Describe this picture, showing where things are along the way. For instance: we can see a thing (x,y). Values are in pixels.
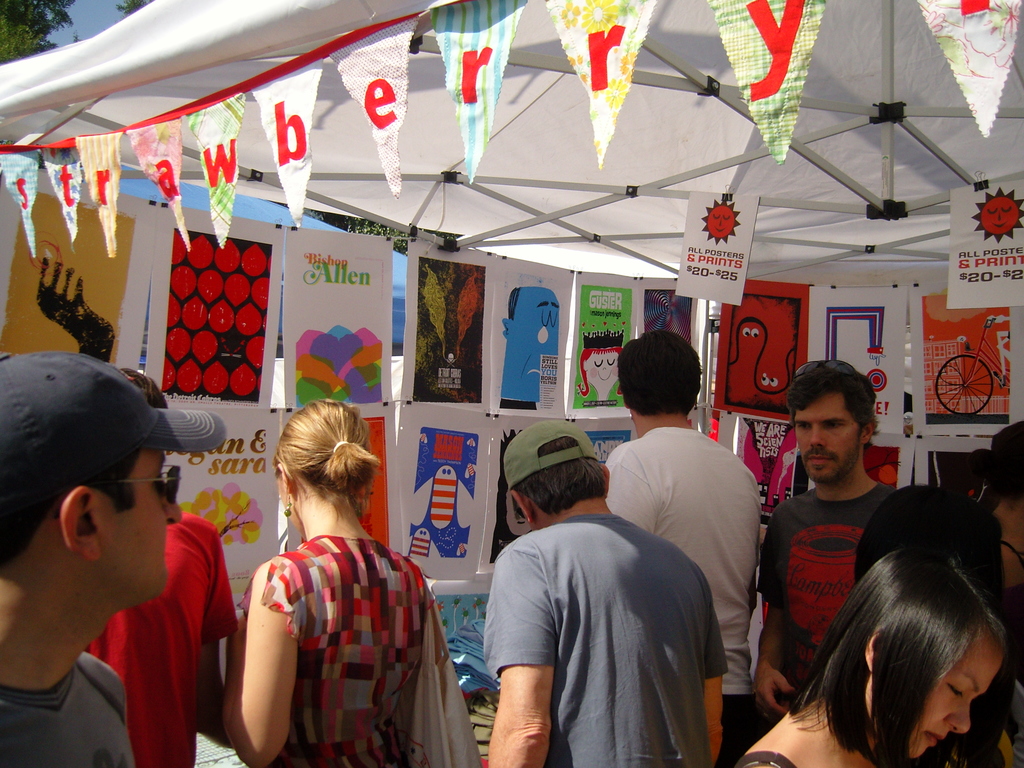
In this image I can see group of people (951,671) standing. The person (625,638) in front (637,642) wearing gray color shirt (610,632) and green color cap (519,459). I can also see few colorful posters (329,395) attached to the pole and I can see a tent (581,141) in white color. Background (81,16) I can see trees (23,22) in green color and sky (92,22) is in blue color.
